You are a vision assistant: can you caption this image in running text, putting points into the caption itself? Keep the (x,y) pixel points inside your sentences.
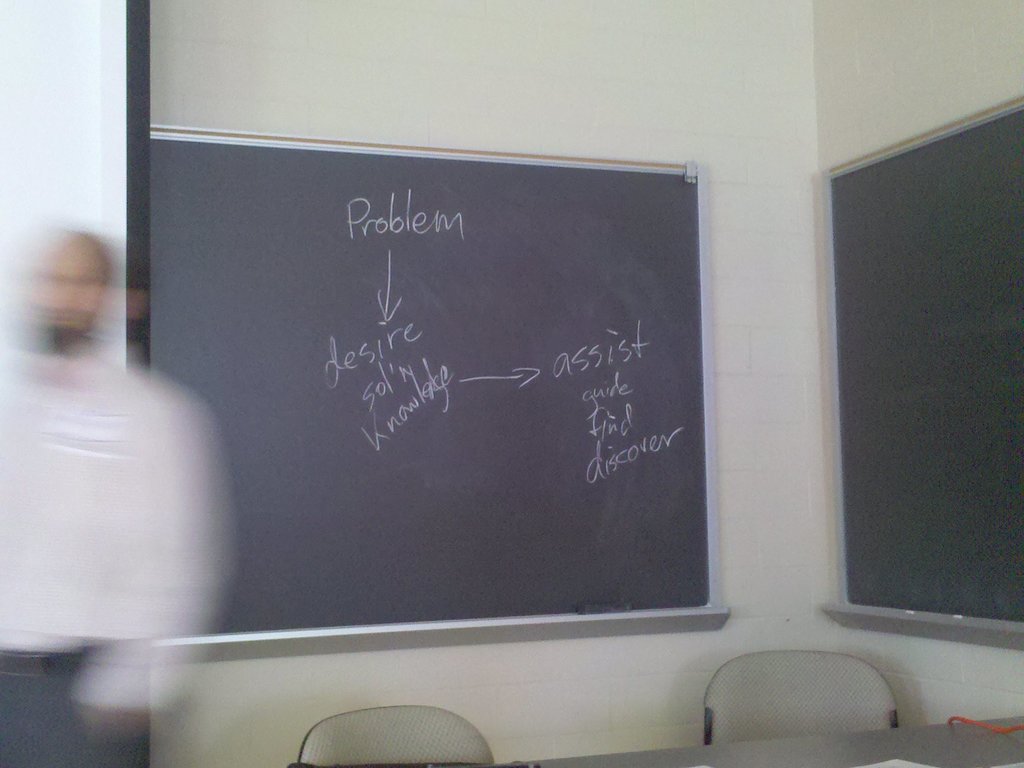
In this image I can see in the middle (600,395) there is the board (629,392), on the left side (198,425) there is the blurred image of a person (120,560). At the bottom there are chairs (784,702).
